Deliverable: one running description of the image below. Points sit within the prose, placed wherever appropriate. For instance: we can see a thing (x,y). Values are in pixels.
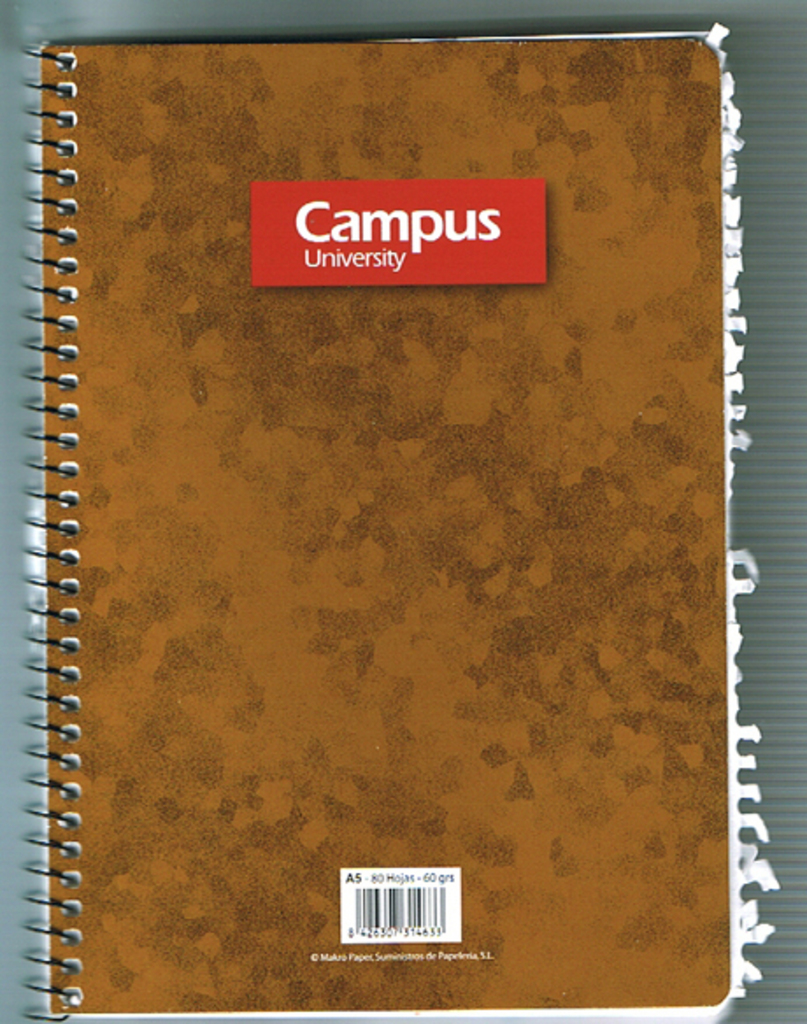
In this image we can see a book (418,699) placed on the table (740,65).
